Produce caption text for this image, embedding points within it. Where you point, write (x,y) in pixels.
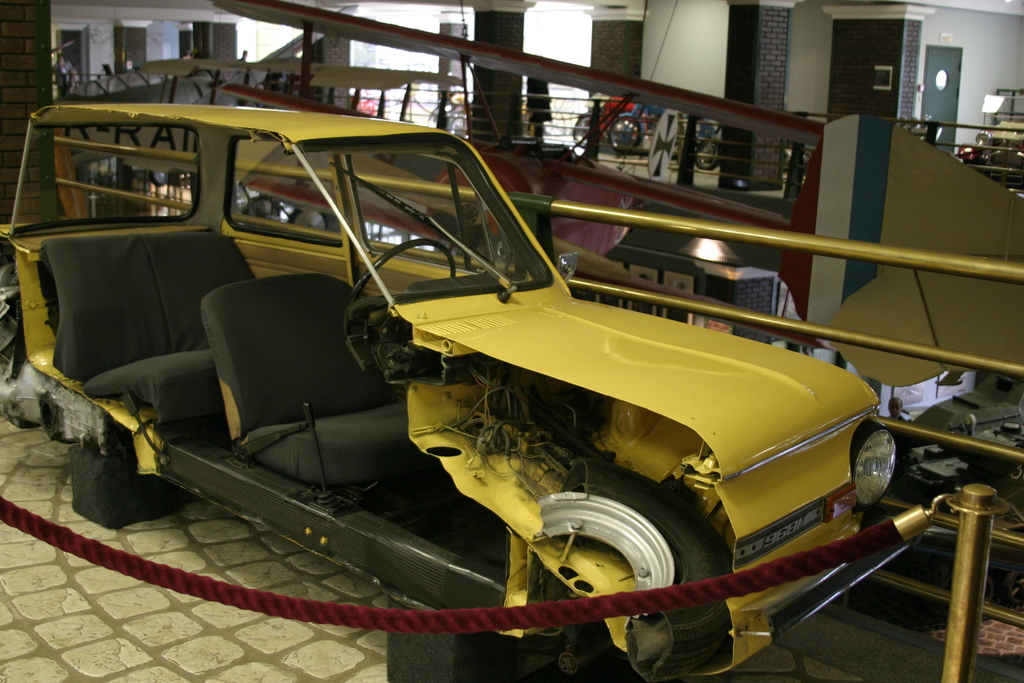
In front of the image there is a rope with a pole (979,560). Behind the rope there is a half part of a car (484,403). Behind that there is railing (610,289). Behind the railing (595,290) there are wings (617,180) of a plane (813,171). In the background (199,57) there are walls (153,57), pillars (894,49) and many other things (942,58).
